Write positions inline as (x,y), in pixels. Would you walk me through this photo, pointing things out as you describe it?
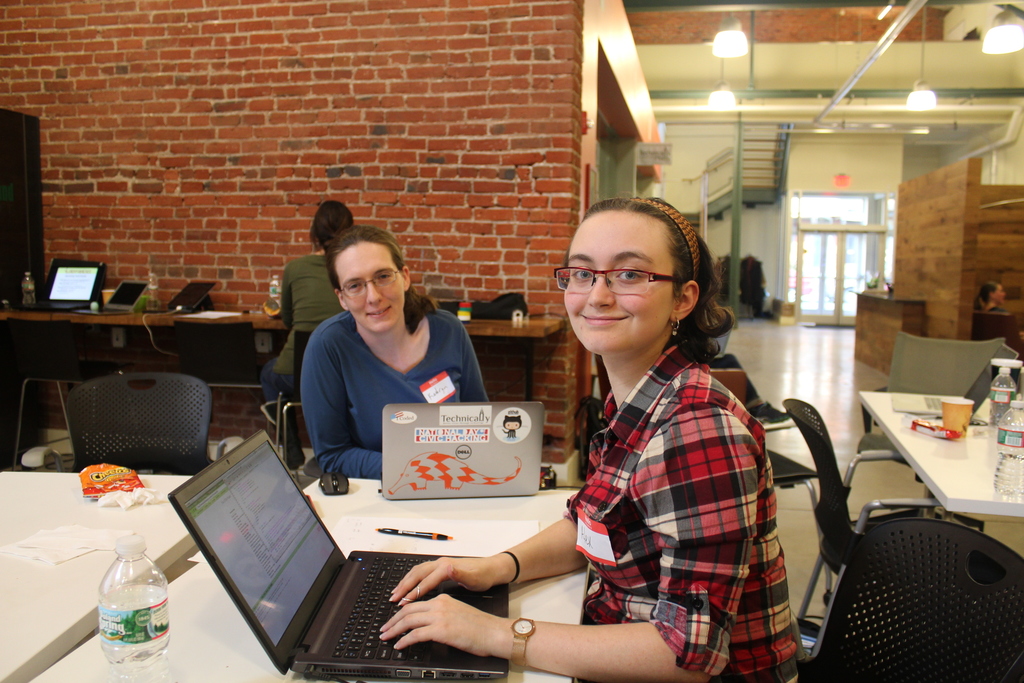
In this picture there are two woman (372,346) sat on chair (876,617) in front of table (414,514), there are two laptops (450,487) in front of them and there is bottle (131,627), pen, paper (435,530) on the table (177,646). This seems to be in office (828,390). In front there is red brick wall (441,123) and over the ceiling (997,66) there are several lights (721,36) and there is a staircase (765,187) at whole background wall (787,202) and below that there is entrance exit door (836,267).
